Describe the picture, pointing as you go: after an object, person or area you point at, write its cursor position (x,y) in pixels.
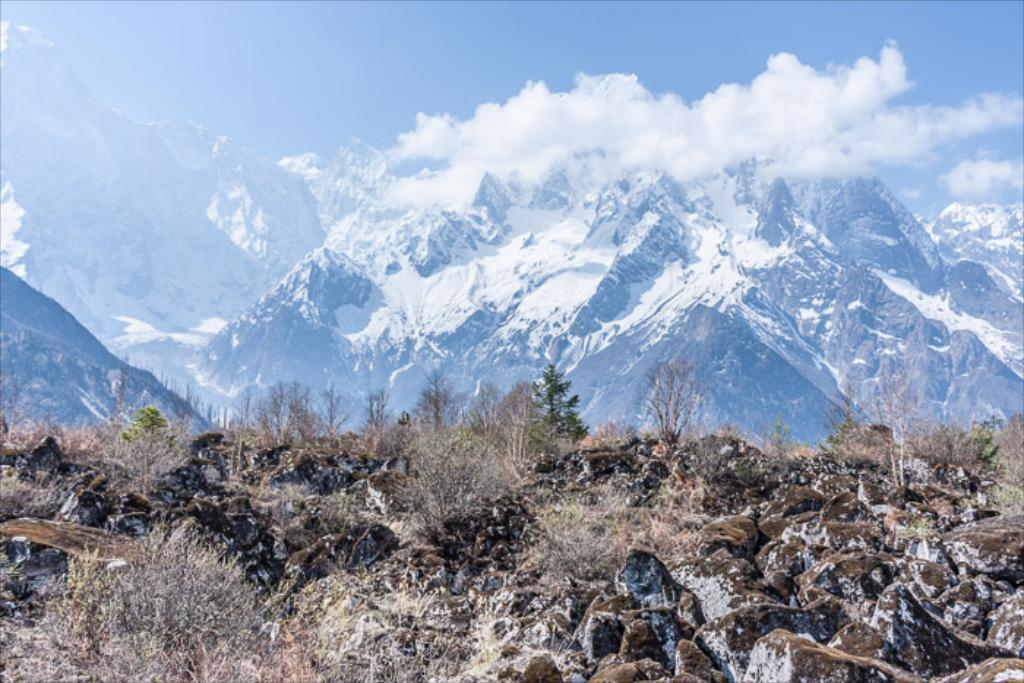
In this image there are rocks (319,560) and trees (214,598) in the foreground (410,617). There are mountains (738,194) in the background (485,198). And there is sky (439,157) at the top (604,63).
